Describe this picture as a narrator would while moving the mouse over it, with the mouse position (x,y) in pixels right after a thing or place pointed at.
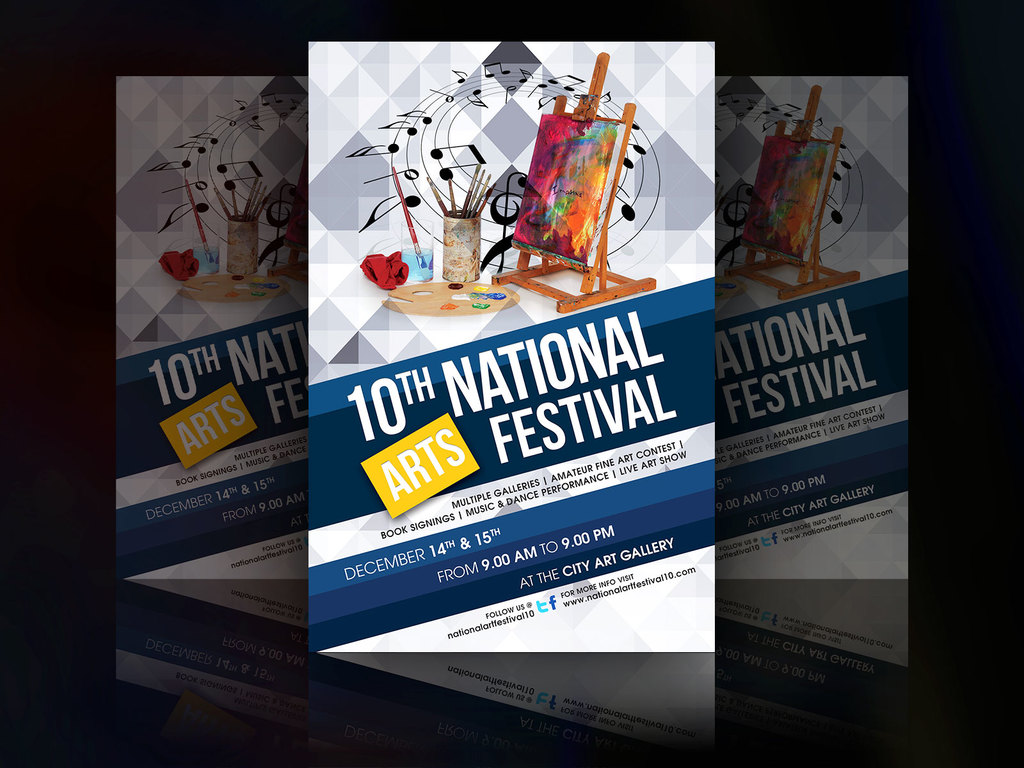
In this picture we can see three posters (364,475) on the glass surface (501,670) and in the background (981,95) it is dark.
